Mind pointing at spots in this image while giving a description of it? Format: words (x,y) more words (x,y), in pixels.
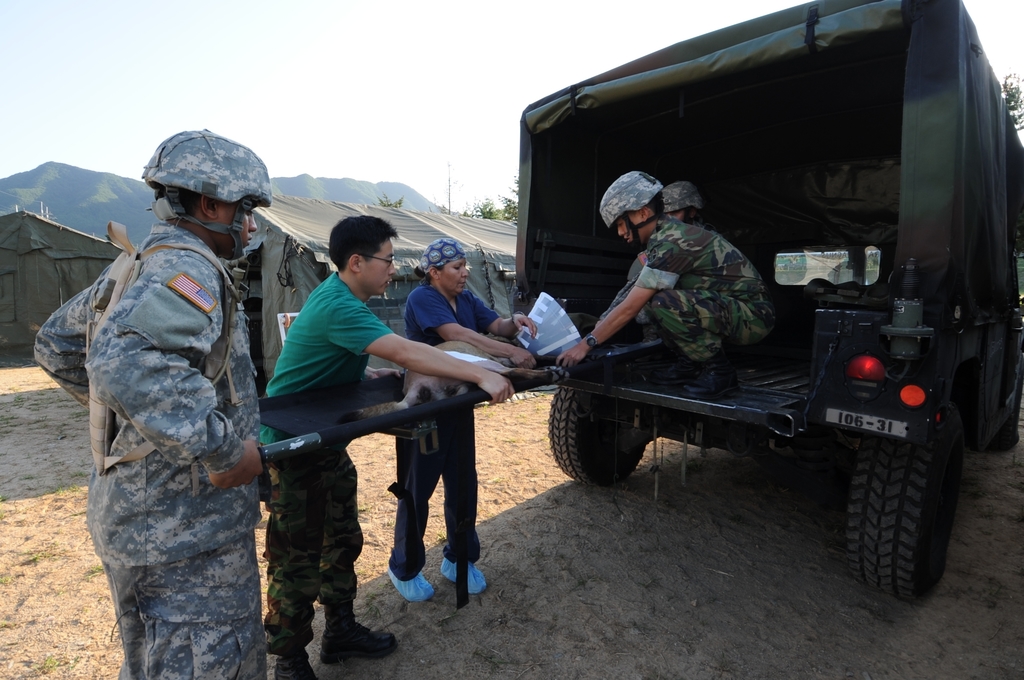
In this image I can see in the middle (437,329) three persons (312,373) are carrying the stretcher (423,417), there is an animal (453,394) on it. On the right side (985,294) there is a vehicle (852,328), in the middle (487,234) there are tents (283,246), at the back side (75,227) there are hills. At the top (454,34) it is the sky (504,26).
